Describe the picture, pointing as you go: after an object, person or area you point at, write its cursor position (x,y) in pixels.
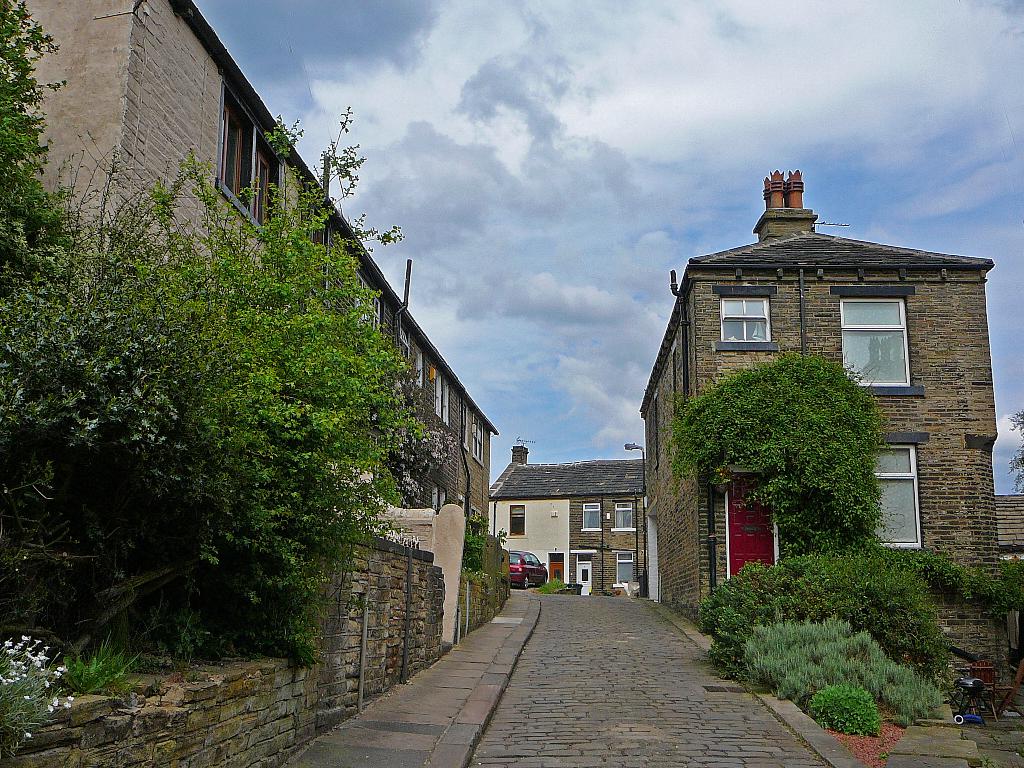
This image is clicked outside. There are buildings (473,479) in the middle (373,271). There are trees (72,229) and bushes (72,229) in the middle (443,446). There is sky (696,154) at the top (696,154). There is a car (516,562) at the bottom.
